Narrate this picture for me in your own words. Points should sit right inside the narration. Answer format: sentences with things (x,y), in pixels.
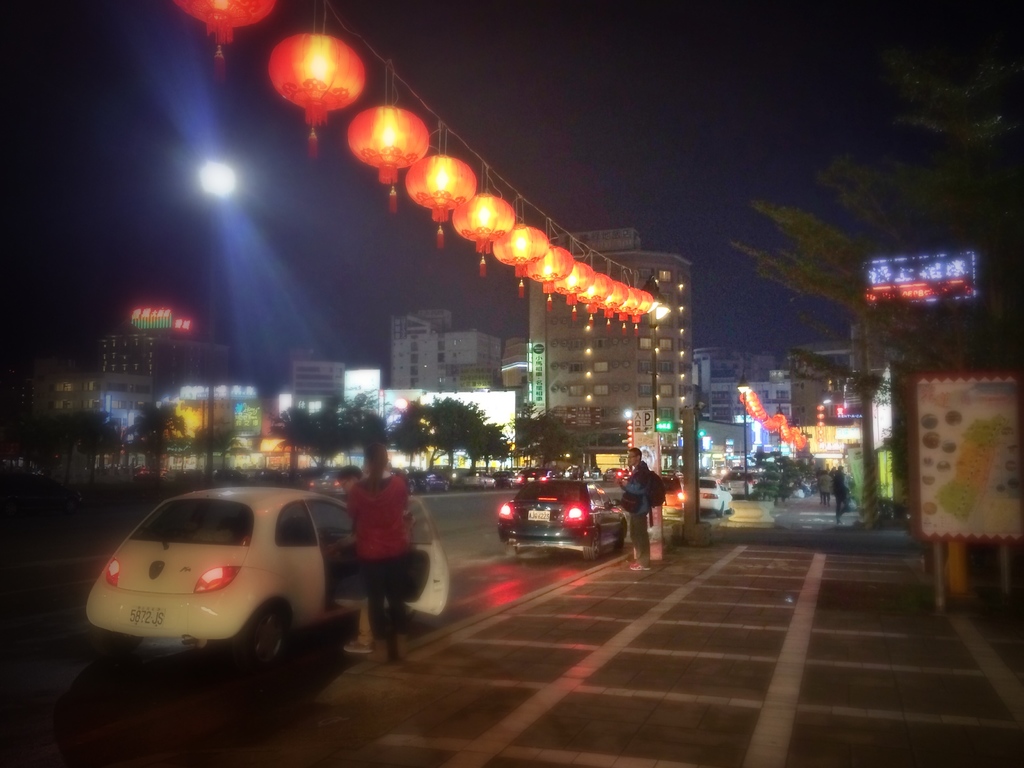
In this picture there are group of people (847,493) standing on the footpath (551,762) and there is a person (383,619) standing on the road (32,666) and there are vehicles (272,589) on the road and there are buildings (587,392) and trees (763,466) and there are boards (841,443) on the buildings (815,452) and there is text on the boards (853,428). At the top (624,120) there is sky (604,122). At the bottom (19,607) there is a road (31,598).
